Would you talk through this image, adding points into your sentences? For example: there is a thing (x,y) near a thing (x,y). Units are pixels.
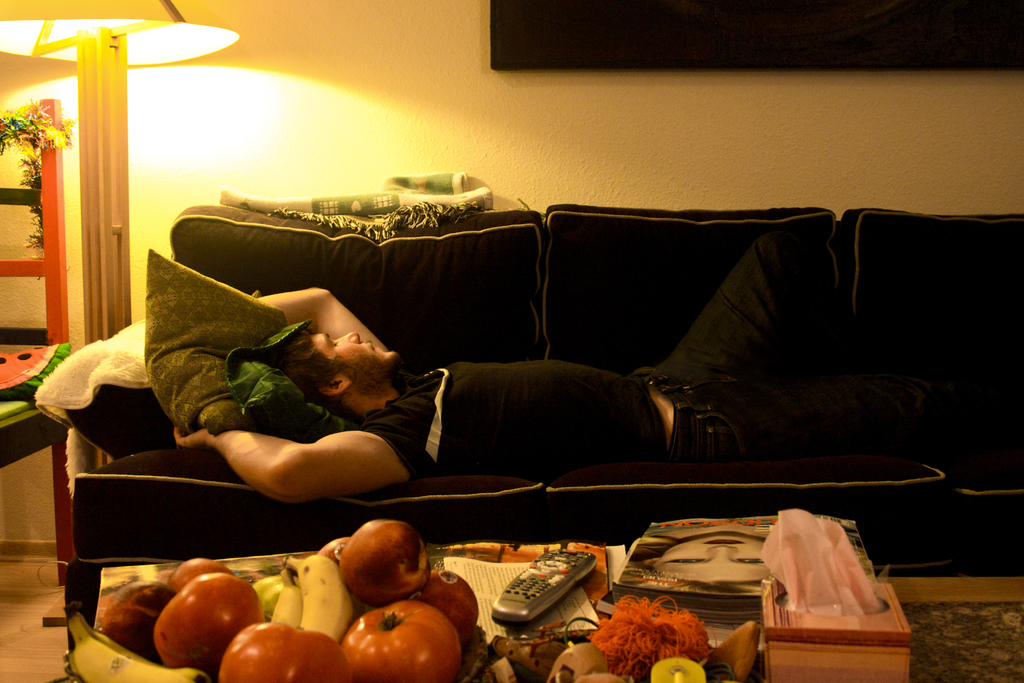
Here in this picture we can see a man (464,402) lying on a sofa (758,468) and in the front (598,542) we can see a table (234,563), on which we can see some fruits (305,623) and vegetables (221,619) present and we can also see a remote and some magazines (708,567) present on it and we can also see tissue box (796,588) present and on the left side (98,218) we can see a lamp (115,185) present and we can see cushions (165,323) present on the sofa (132,401).
